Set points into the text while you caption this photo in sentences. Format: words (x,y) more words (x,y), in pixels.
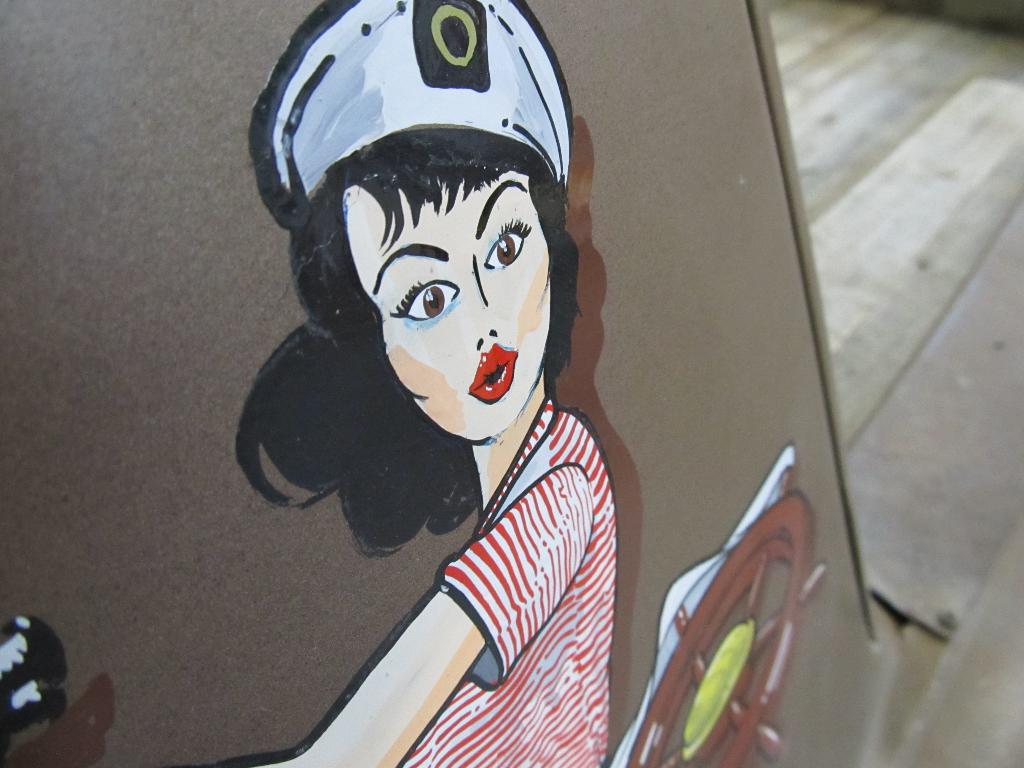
In this image I can see a girl (440,407) painting on the brown board (671,258). Girl (560,665) is wearing red shirt (549,505) and a white cap (456,62).
